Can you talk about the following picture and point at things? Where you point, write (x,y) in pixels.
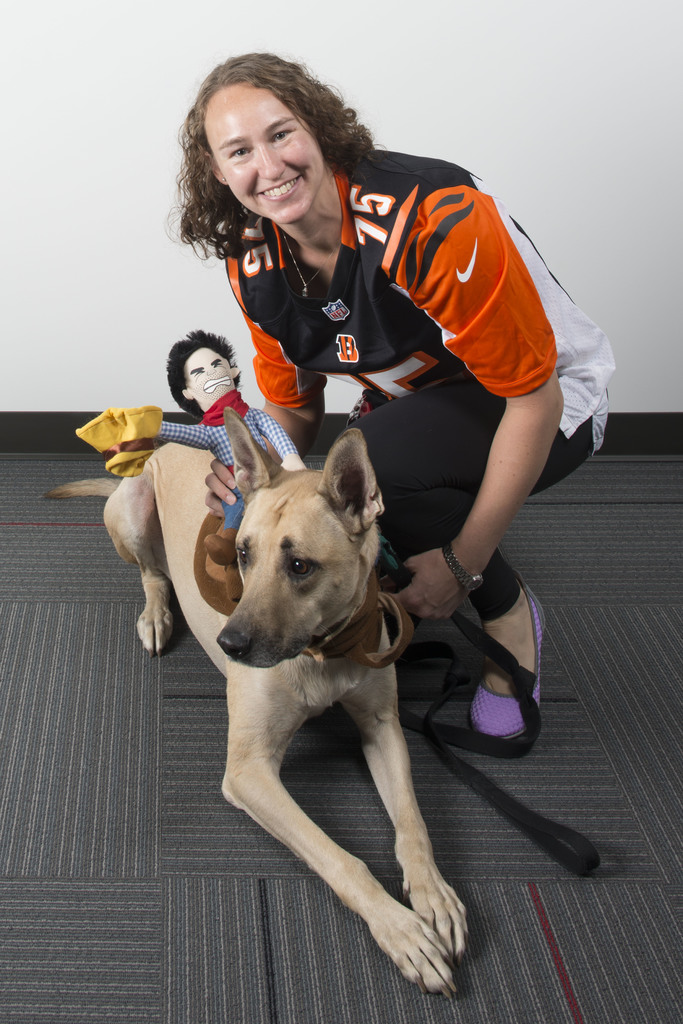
In this image I see a woman (233,257) who is smiling and she is holding a soft toy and it is on the dog (426,983). In the background (38,416) pic is the wall (7,44).
